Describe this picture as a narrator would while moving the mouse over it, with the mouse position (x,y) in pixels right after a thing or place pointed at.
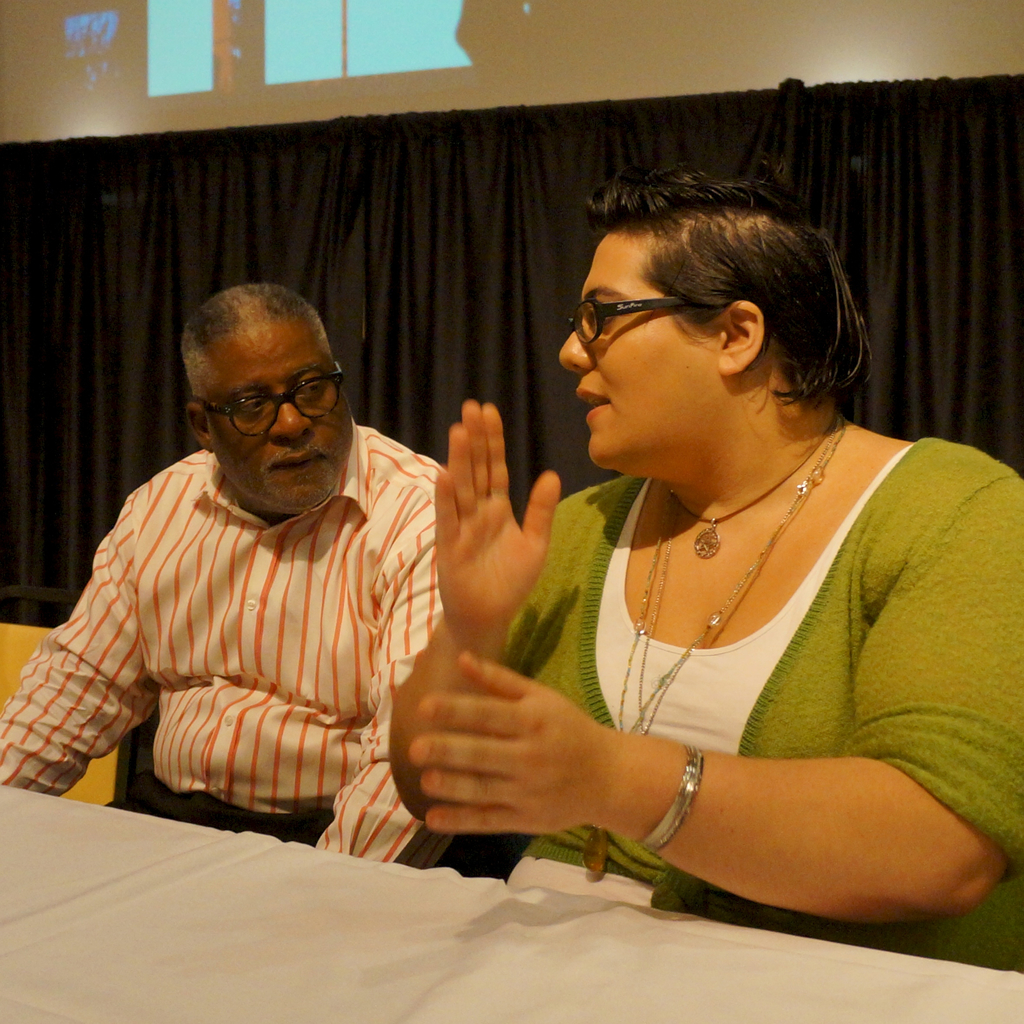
In the center of the image (631,400) there are two persons (334,610) sitting on chairs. In front of them there is a table (98,872) with white color cloth (272,889) on it. In the background of the image (11,216) there is a black color curtain (202,218).
